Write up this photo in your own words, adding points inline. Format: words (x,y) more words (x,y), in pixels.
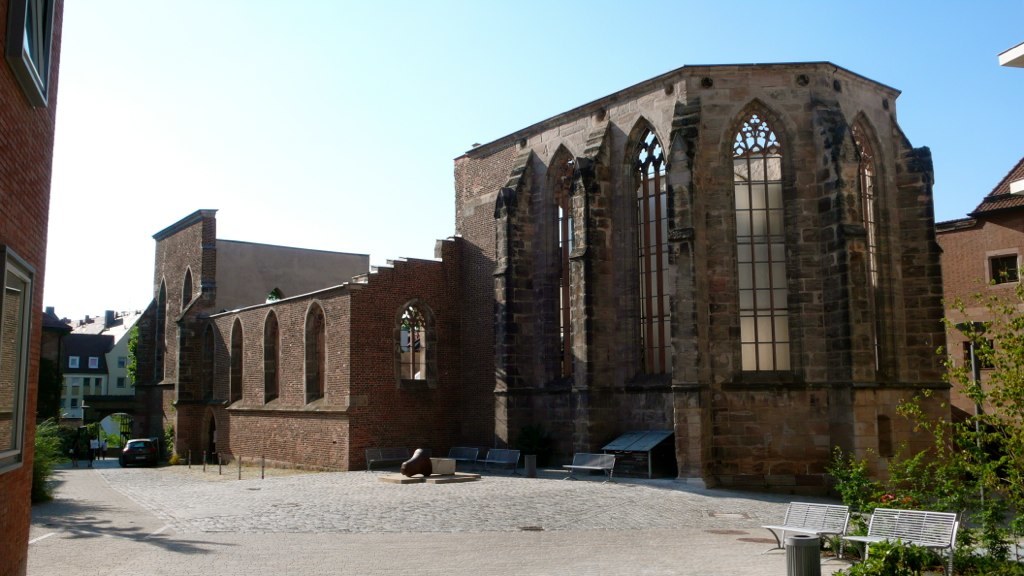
In the image in the center (401,213), we can see the sky (422,209), buildings (242,284), windows (18,352), trees (873,499), benches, one vehicle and a few other objects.
